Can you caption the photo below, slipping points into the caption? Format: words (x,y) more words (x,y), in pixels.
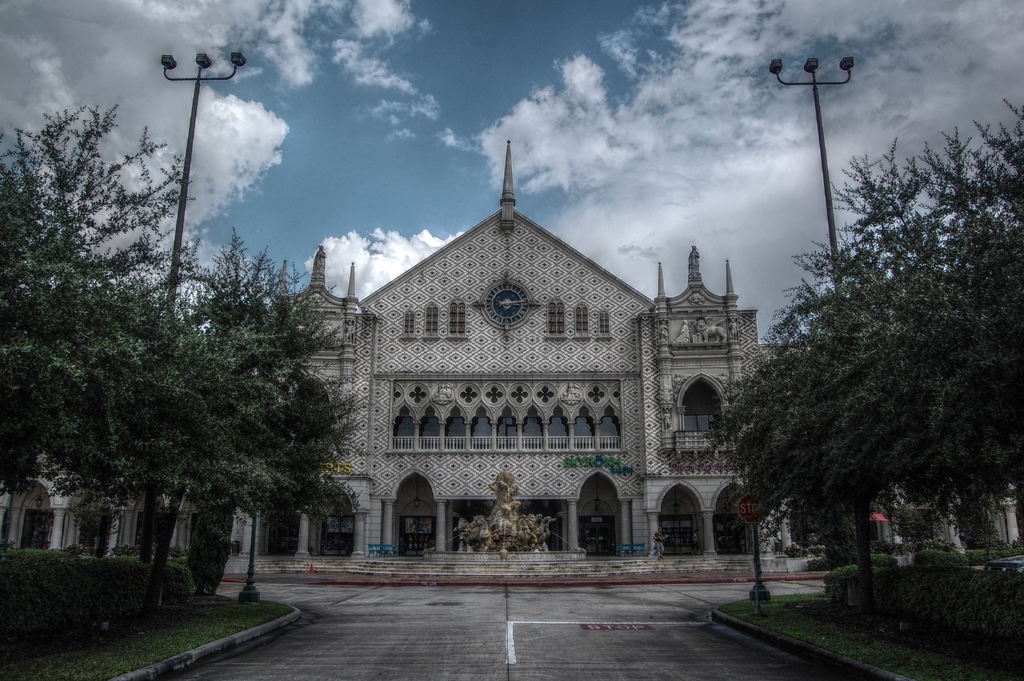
In this image we can see the building (538,372) and also the statues (499,521), light poles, trees (834,315), grass (69,664) and also the stop sign pole (751,497). We can also see the road (578,633). In the background (422,24) we can see the sky (400,141) with the clouds (762,135).
